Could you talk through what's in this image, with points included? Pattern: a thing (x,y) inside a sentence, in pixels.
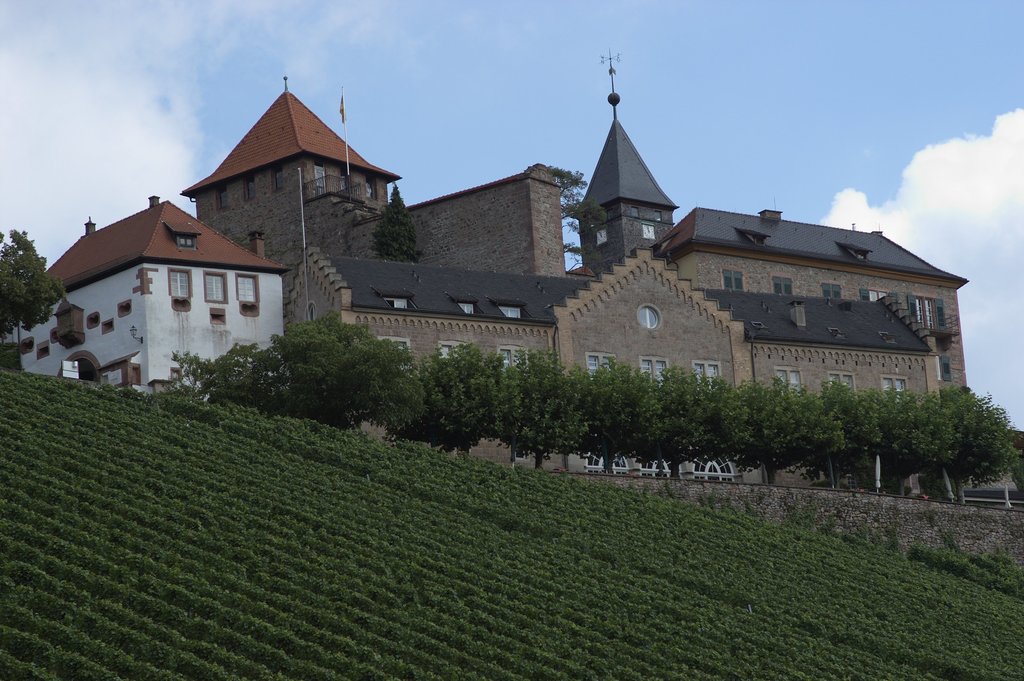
In this image, we can see green color plants (18,502) and trees (638,379), we can see a building (507,280), at the top (633,46) there is a blue color sky (552,58).
